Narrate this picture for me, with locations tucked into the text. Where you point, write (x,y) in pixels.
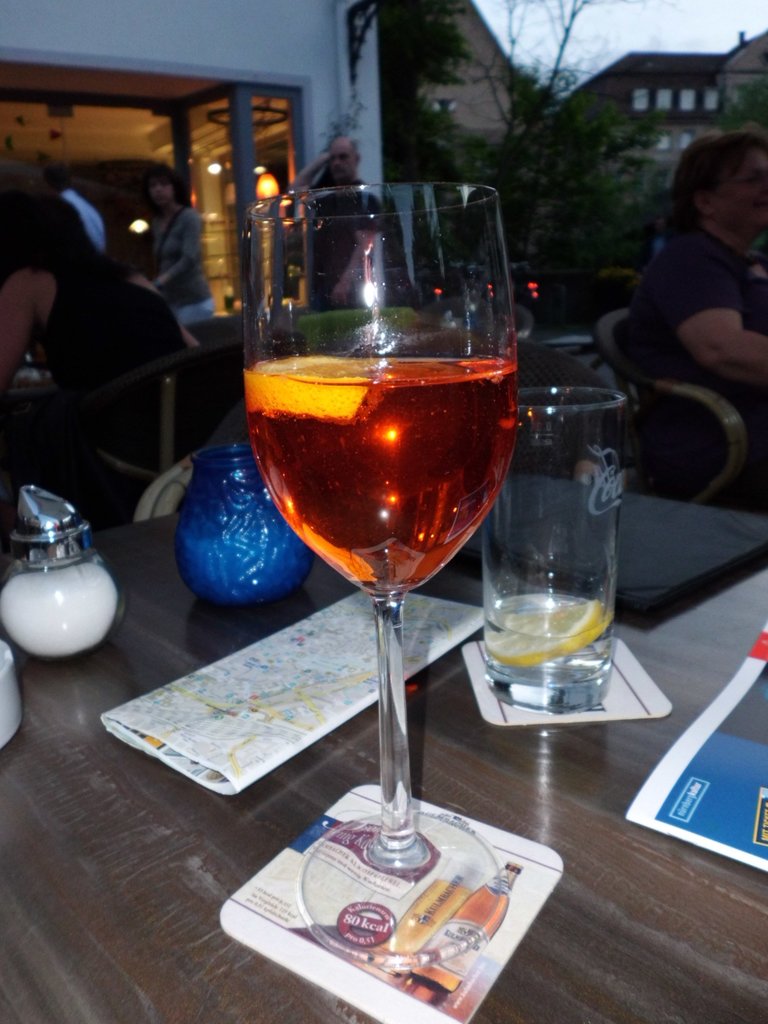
In this picture there is a wine glass (383,777) with a red liquid (399,465) in it and on the table (155,820) there are multiple objects (140,716) like glass (547,556), notebook (666,810), glass container (102,575). In the background (654,312) we observe many people (658,287) sitting on the tables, plants (581,201), a glass door (236,95) and two houses (467,91).
